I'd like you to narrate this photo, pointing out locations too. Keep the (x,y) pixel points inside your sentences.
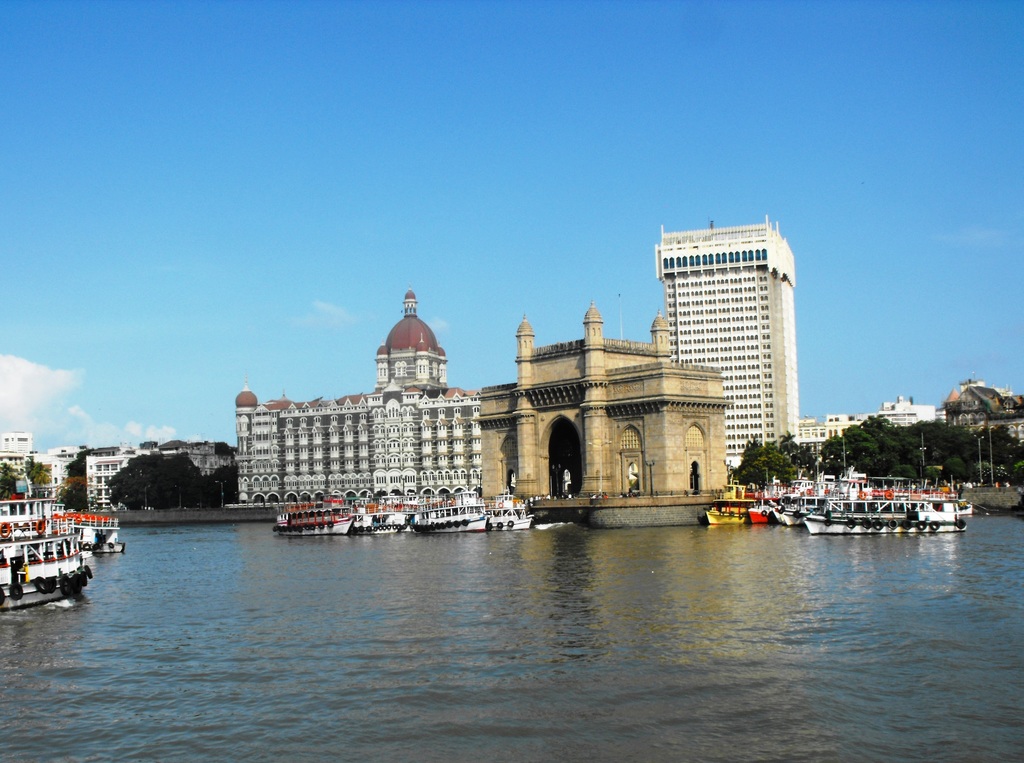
In the foreground of the picture (20,504) there is a water body (197,550), in the water (268,534) there are ships (323,527). In the center of the picture (534,368) there are buildings (698,286), trees (938,438), poles (822,458) and indian gate (556,427). Sky (93,148) is sunny.
